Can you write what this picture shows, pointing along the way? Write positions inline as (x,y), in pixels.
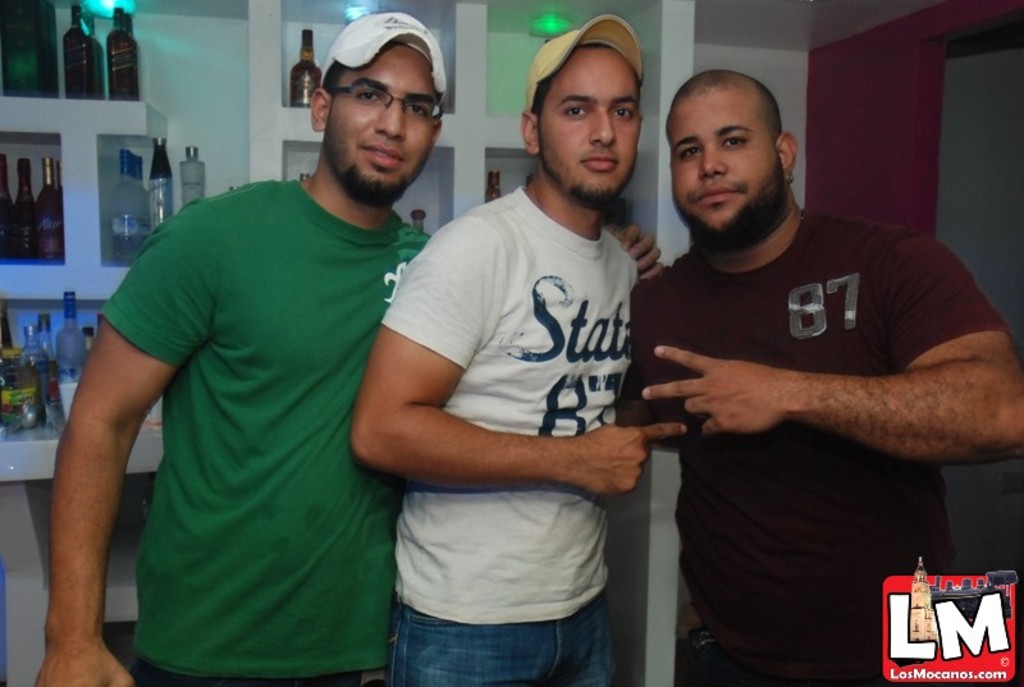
In this image there are three men (494,376) standing, two of them are wearing caps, at the background of the image (186,195) there are shelves (276,112), there are bottles (162,147) on the shelves (267,79), there is a wall (811,101), there is text (915,645) towards the bottom of the image (927,634).
